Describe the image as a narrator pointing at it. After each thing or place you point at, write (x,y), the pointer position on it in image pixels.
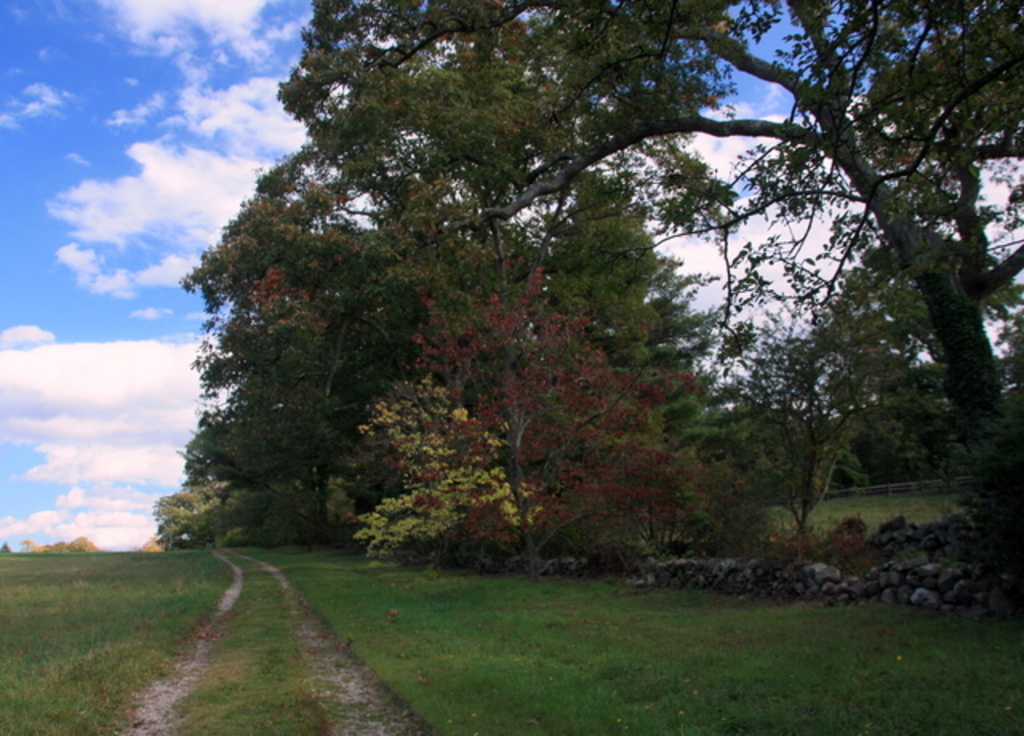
In this image I can see trees (257,484) and grass (447,665) in green color. I can also see few rocks (972,591), background (145,357) I can see sky (147,343) in blue and white color.
